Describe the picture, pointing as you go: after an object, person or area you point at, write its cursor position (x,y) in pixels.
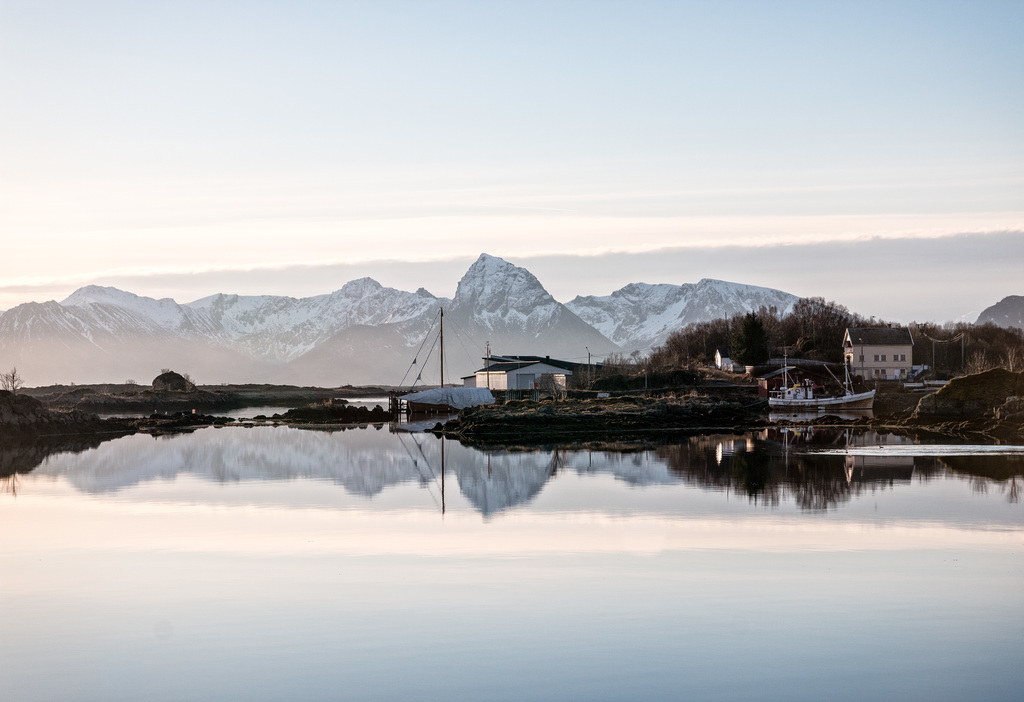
At the bottom of the picture (642,593), we see water (441,490) and this water (526,565) might be in the lake (517,623). We see the reflections (267,464) of trees (763,467), poles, buildings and the hills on the water (740,465). In the middle (675,351), we see the poles (783,360), trees (935,369) and buildings (522,379). We see a boat (802,387) sailing on the water (778,414). There are hills (370,330) and the mountains (521,313) in the background (497,321). At the top (454,88), we see the sky (547,177).
